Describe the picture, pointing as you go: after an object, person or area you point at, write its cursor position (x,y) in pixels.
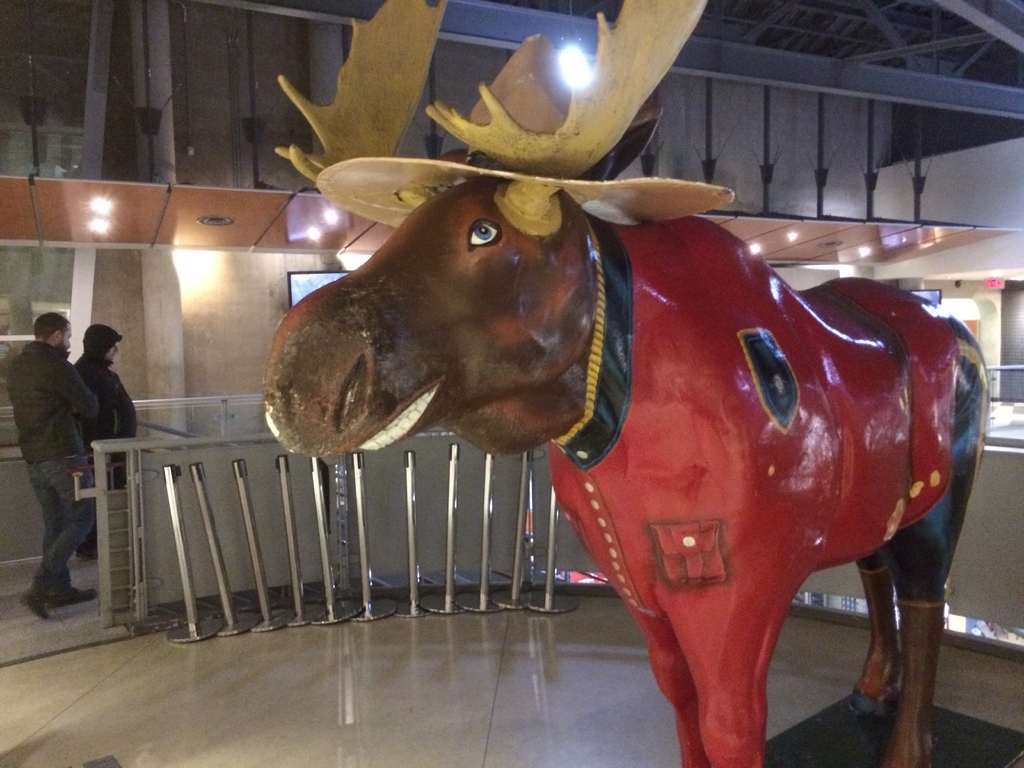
In this image I can see a statue (696,395) of an animal (659,388) which is brown, red, white and black in color on the ground (512,726). I can see few metal poles (452,572), few persons (107,362) standing, the brown colored surface (48,236) and few lights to it, few television screens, the ceiling (828,13) and few metal rods (770,54) in the background (838,43).
